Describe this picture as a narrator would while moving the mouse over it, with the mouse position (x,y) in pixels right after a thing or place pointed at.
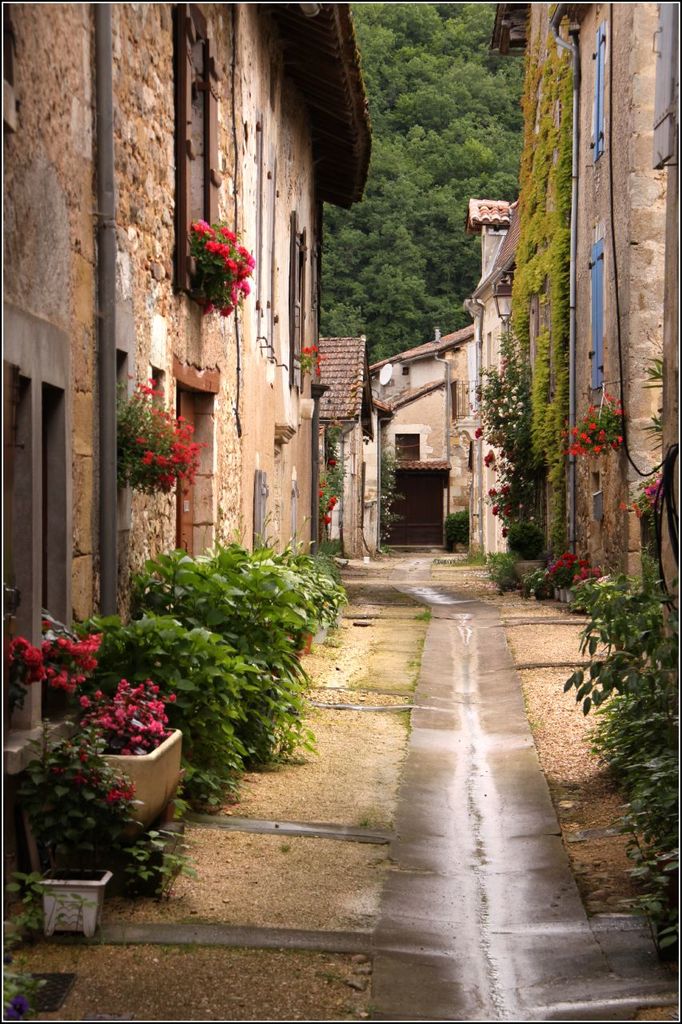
In the image there are few buildings (314,330) and in between those buildings (421,535) there is a path (442,816), around that path (407,780) there are many beautiful flower plants (175,589).
